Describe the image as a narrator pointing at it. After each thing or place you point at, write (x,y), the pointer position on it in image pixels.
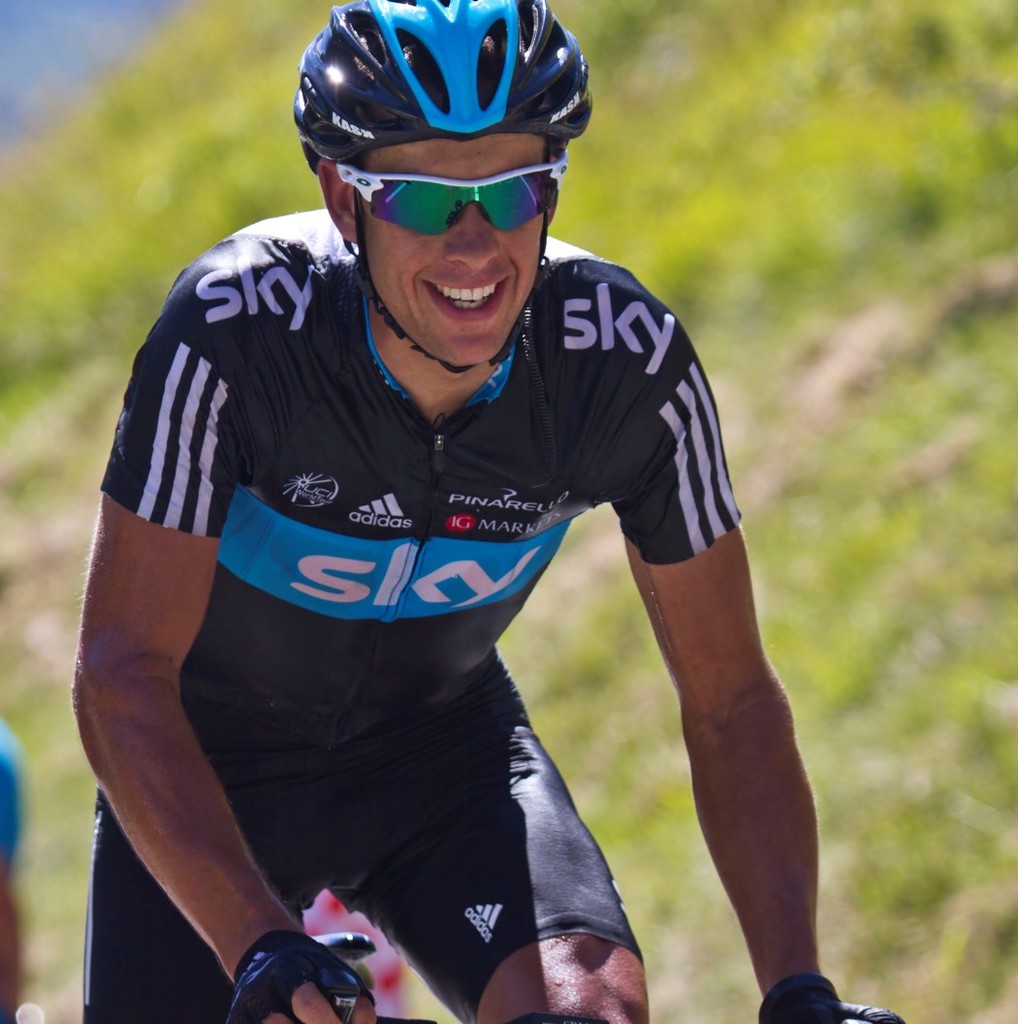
In this picture we can see a man (342,698) riding bicycle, he wore a helmet (458,104), goggles (505,188) and gloves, in the background (722,888) there is grass (897,494).
